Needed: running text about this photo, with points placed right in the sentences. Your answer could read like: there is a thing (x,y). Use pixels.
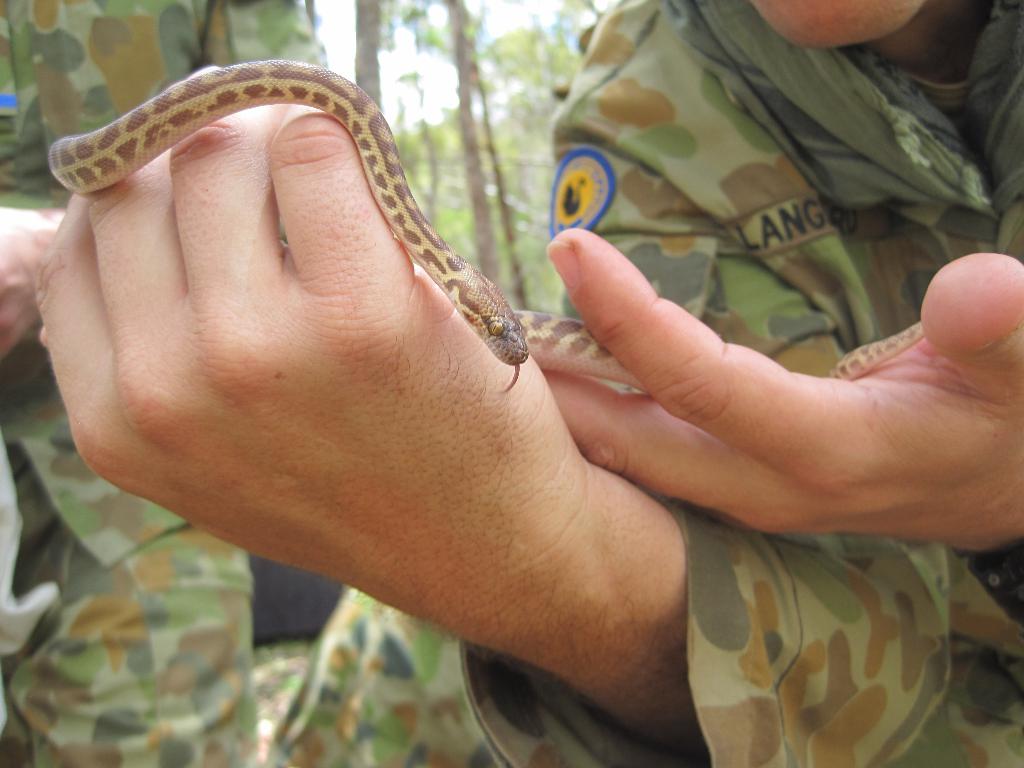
In this image we can see a person (743,252) holding the snake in his hands (745,492). In the background (418,94) we can see trees (439,135) and sky (418,94).
